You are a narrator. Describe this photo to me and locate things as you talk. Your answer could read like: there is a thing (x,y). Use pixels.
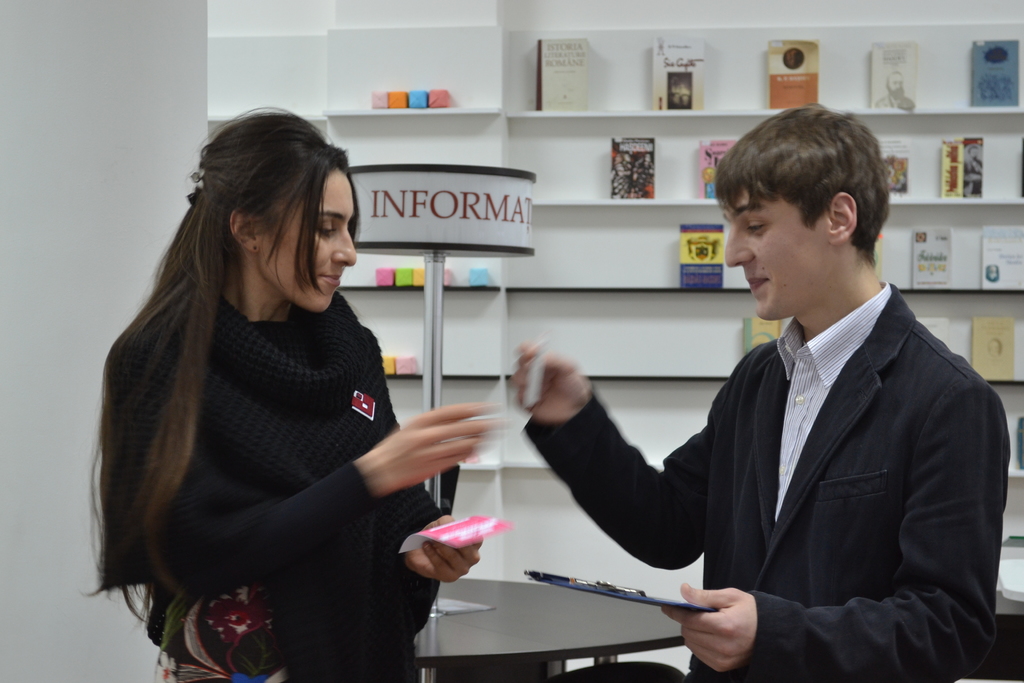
In this picture I can observe woman (317,444) and man (766,439). Both of them are smiling. Man (667,458) is wearing a coat (690,500). In the background (637,99) there are some books (882,85) placed in the shelf (547,140).
